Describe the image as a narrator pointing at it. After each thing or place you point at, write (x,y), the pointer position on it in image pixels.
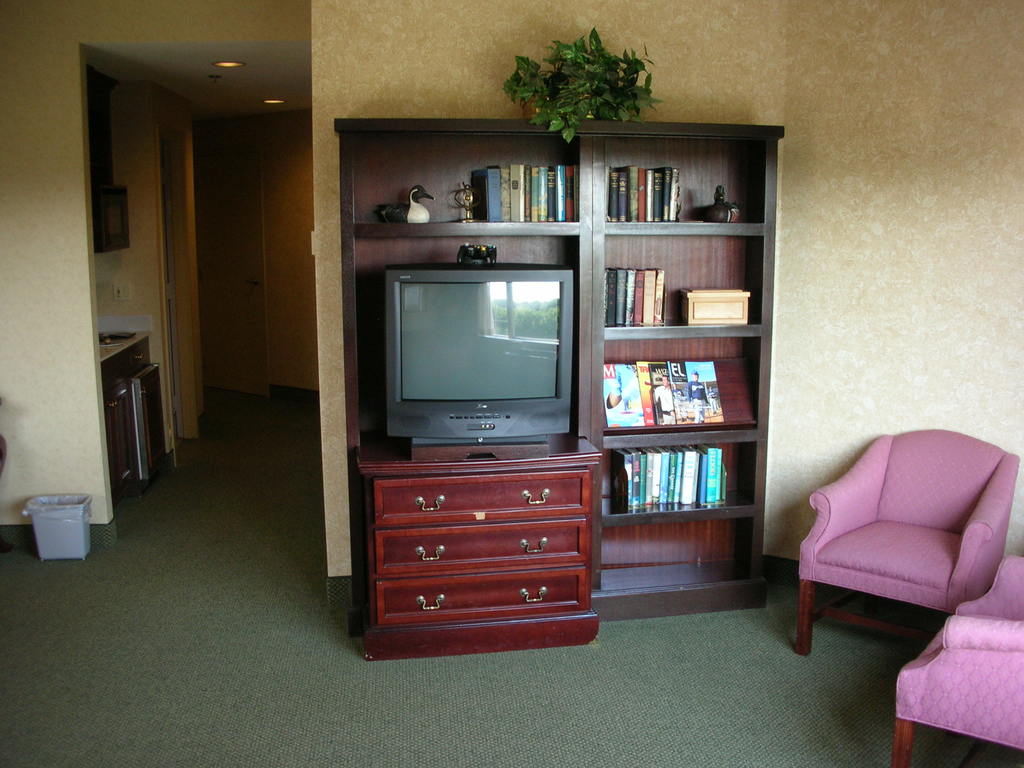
In this image there floor (221,462), on the right side (958,705) there are chairs (942,598), in the background (912,414) there is a wall (900,225), for that wall (912,392) there is a rack (673,534), in that there are books (624,195) and a TV (509,433), on above the rack (545,139) there is a plant (561,69), at the top (240,74) there is a ceiling (254,77) and lights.
